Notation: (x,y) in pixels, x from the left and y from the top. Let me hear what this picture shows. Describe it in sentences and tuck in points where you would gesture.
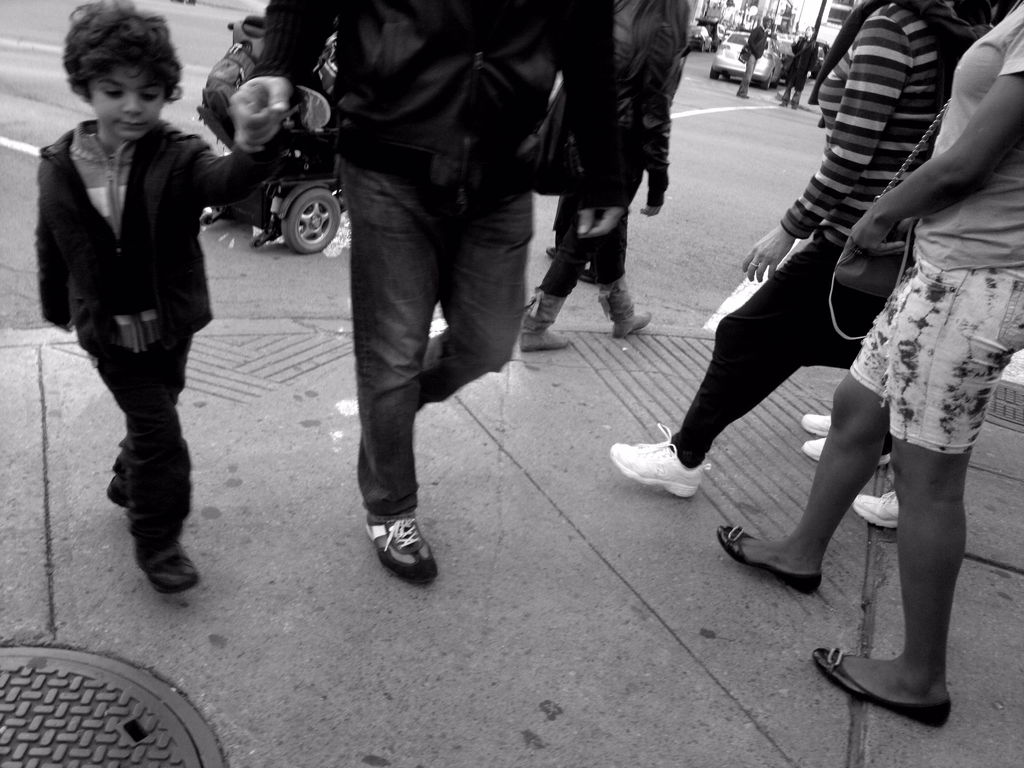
As we can see in the image there are few people (62,258) here and there and on road (750,116) there is a car (735,58).
